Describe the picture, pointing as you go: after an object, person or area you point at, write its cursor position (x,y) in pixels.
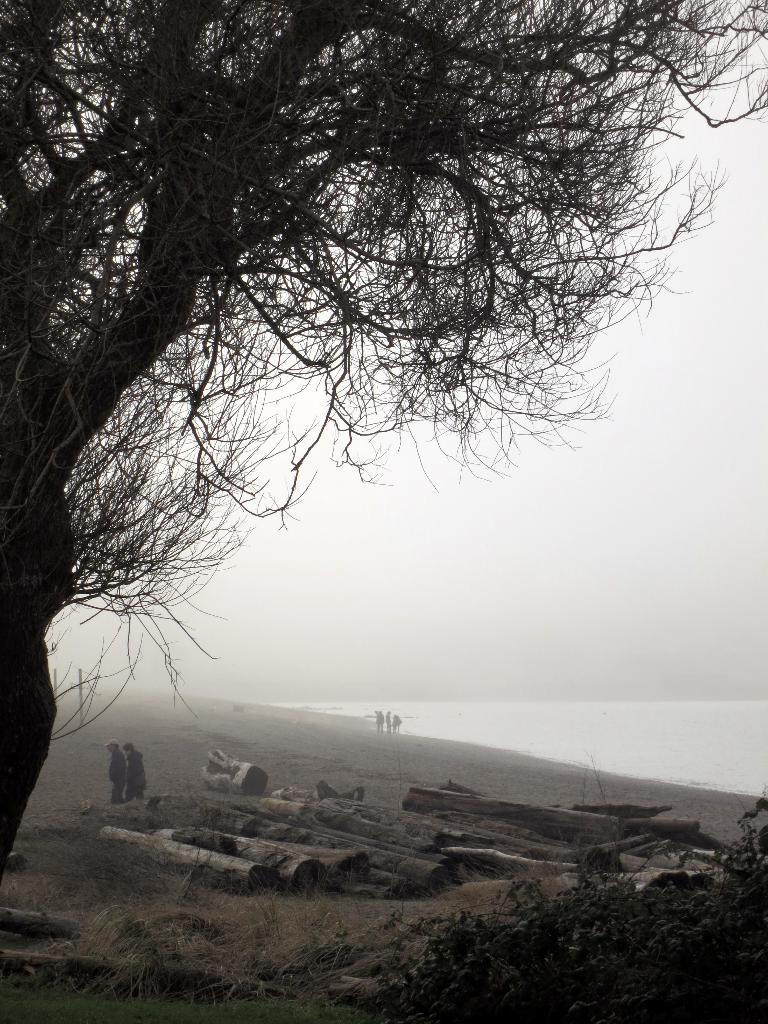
As we can see in the image there is a tree (234,259), few people (124,749) here and there and there is water (628,722).
